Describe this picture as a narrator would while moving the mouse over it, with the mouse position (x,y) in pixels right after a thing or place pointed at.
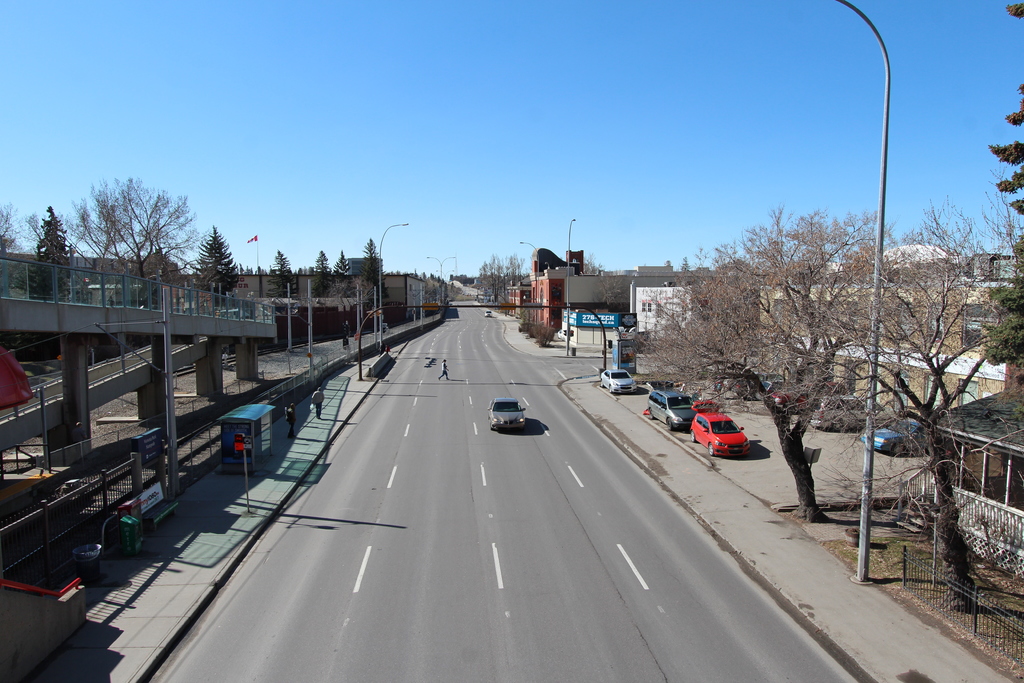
In this picture we can observe a road (364,505). There is a car (499,412) on the road (475,443). We can observe some other cars (661,398) parked on the side of the road (577,358). There are trees (810,382) in this picture. We can observe buildings (334,301). There is a pole (875,387) on the right side (883,123). In the background (863,42) there is a sky (408,136).
